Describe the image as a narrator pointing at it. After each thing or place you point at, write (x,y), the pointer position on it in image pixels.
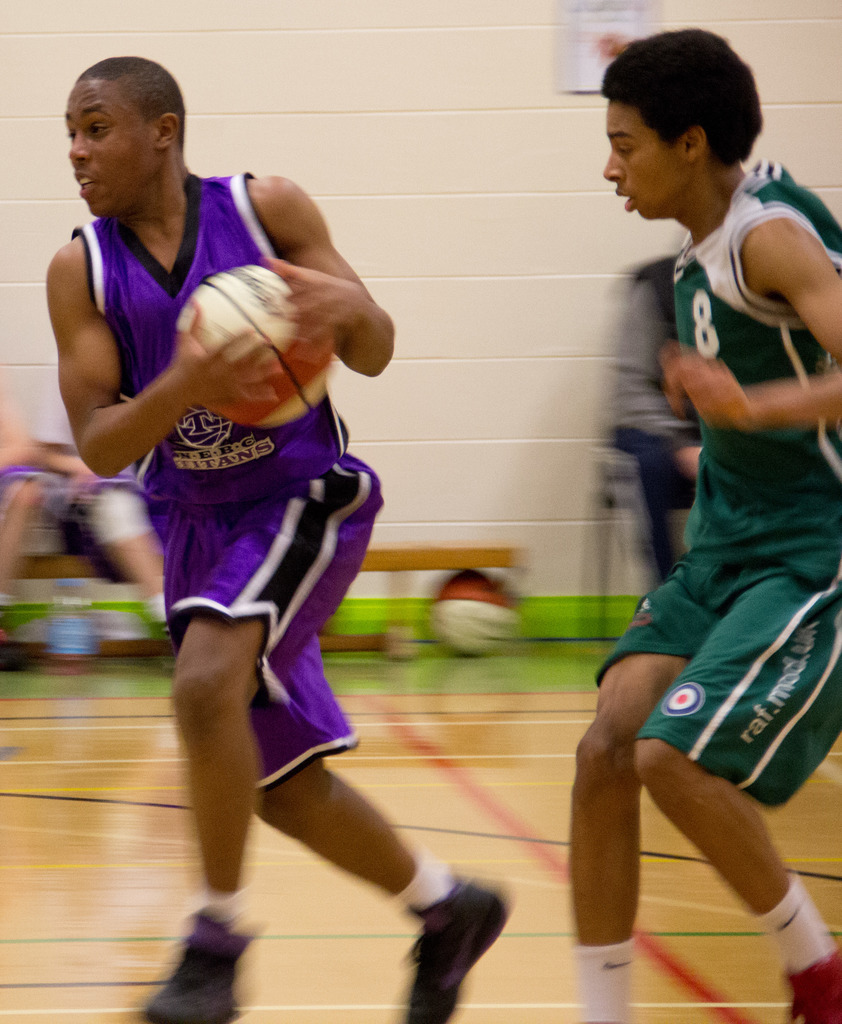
On the left side (265,356), we see a man (265,356) in the violet T-shirt (218,200) is holding a basketball (249,286). He is running. Behind him, we see a man (674,633) in the green T-shirt (808,331) is running behind him. They might be playing the basketball. Behind him, we see two people (108,511) are sitting on the bench (457,560). We see a water bottle (68,641) and a basketball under the bench (400,651). In the background (399,353), we see a white wall (531,231) on which a photo frame (617,7) is placed. This picture might be clicked in the basketball court (376,774).
